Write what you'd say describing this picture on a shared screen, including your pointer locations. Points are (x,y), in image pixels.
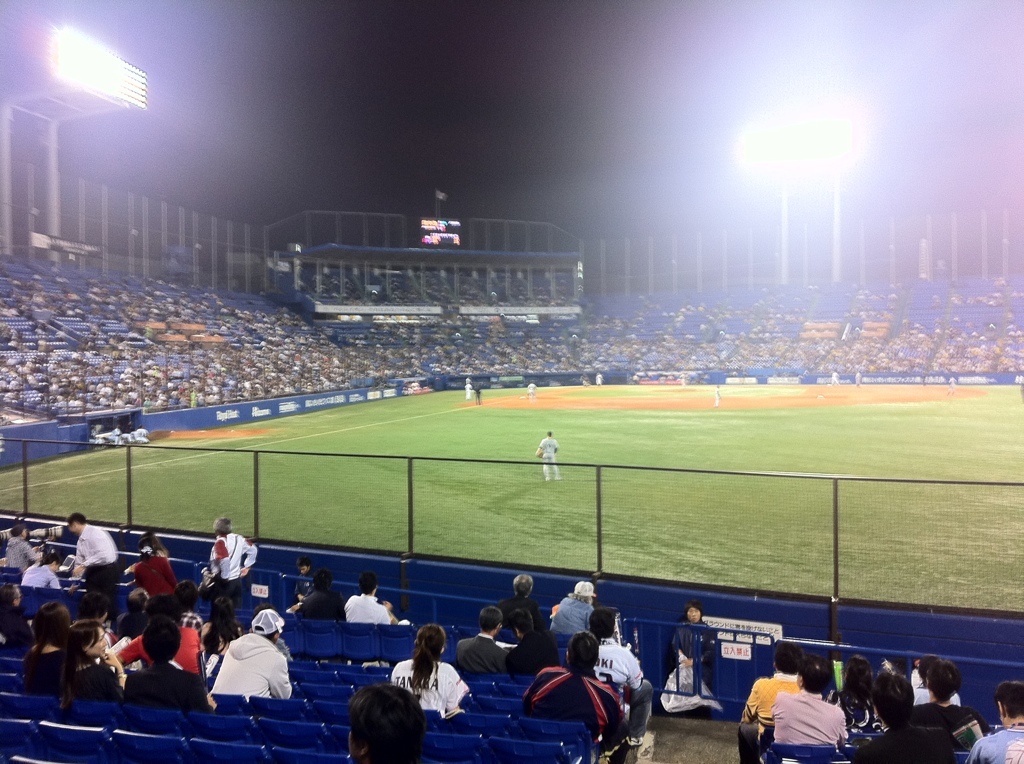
In this picture we can observe a baseball ground (548,426). There are some baseball players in the ground (495,449). We can observe a fence (427,527). There is a stadium (100,357) in which we can observe some people (171,368) are watching the game. There are men (174,603) and women (223,618). We can observe flood lights (89,91). In the background (449,110) there is a sky (461,122).
